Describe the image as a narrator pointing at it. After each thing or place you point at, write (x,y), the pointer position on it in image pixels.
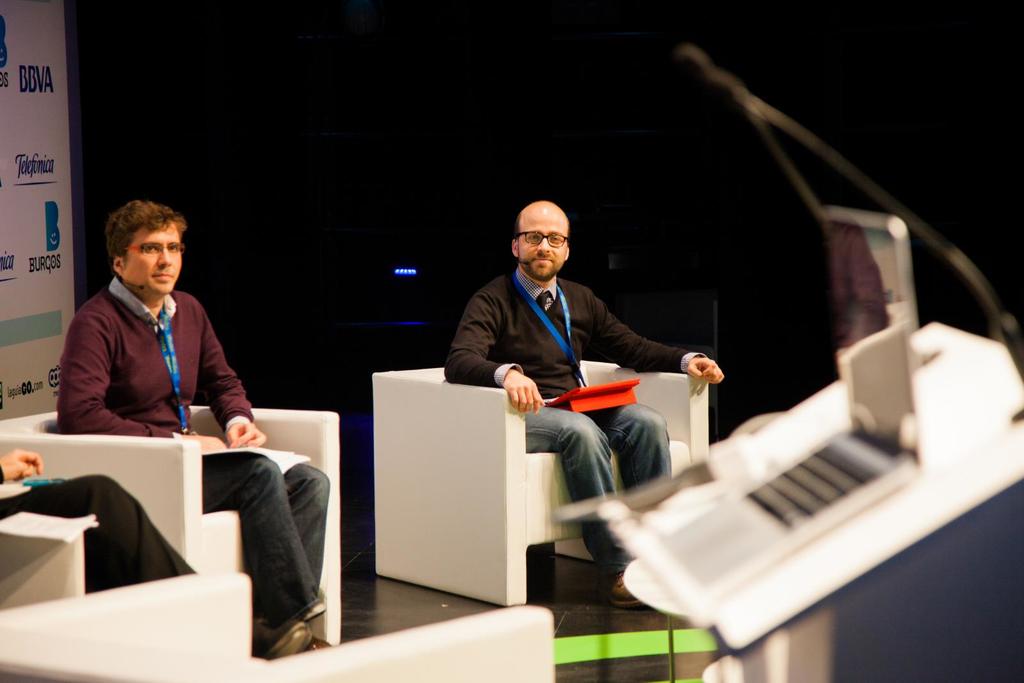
There are some people (95,401) sitting on chairs (396,501). They are wearing tags (167,361) and specs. Also they have mic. Person (536,347) on the right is having something on the lap (530,416). On the left side (33,196) there is a banner (38,251). And on the right side (776,531) there is a laptop (806,479) on the stand (846,596).
